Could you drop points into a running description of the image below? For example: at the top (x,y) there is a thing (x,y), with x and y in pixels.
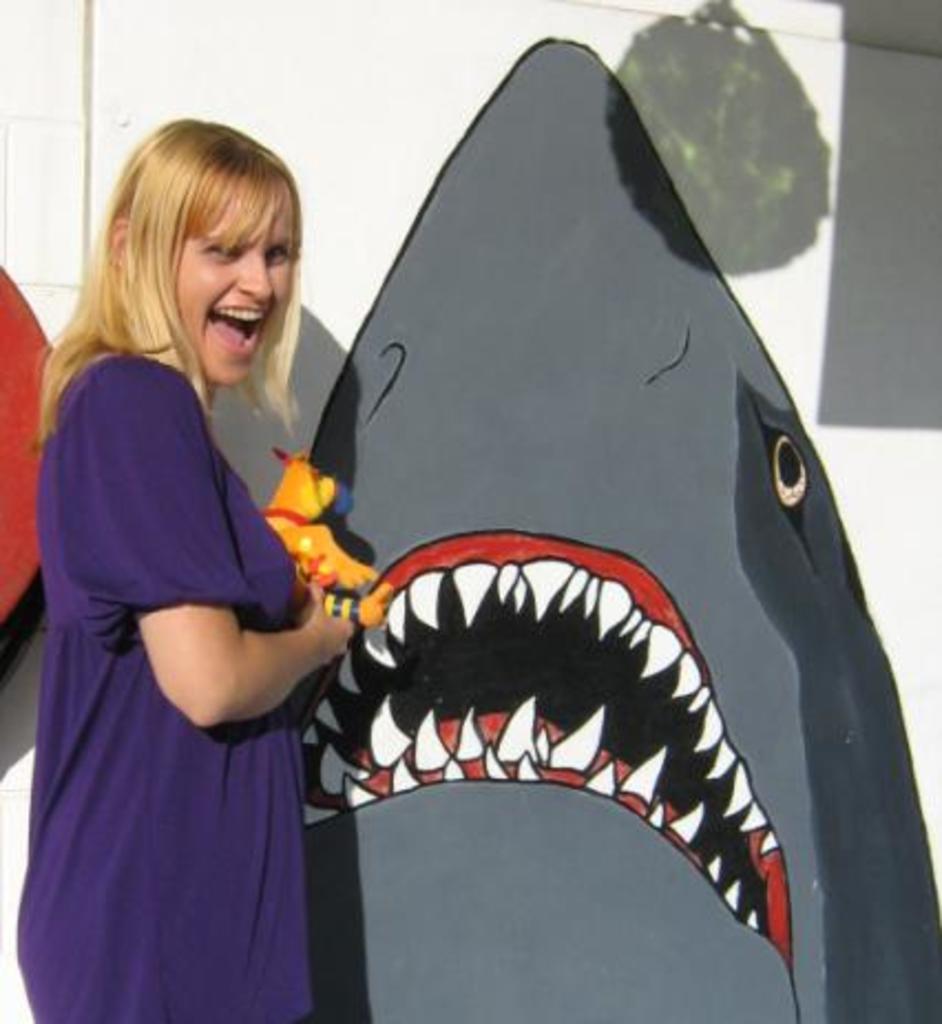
In this picture I can see there is a woman (166,608) standing here and she is wearing a violet shirt (100,460) and holding a object (346,486) and smiling. In the backdrop (353,743) there is a wall (393,151) with a shark painting (607,318) and it has sharp teeth (466,609) and it is in grey color.
